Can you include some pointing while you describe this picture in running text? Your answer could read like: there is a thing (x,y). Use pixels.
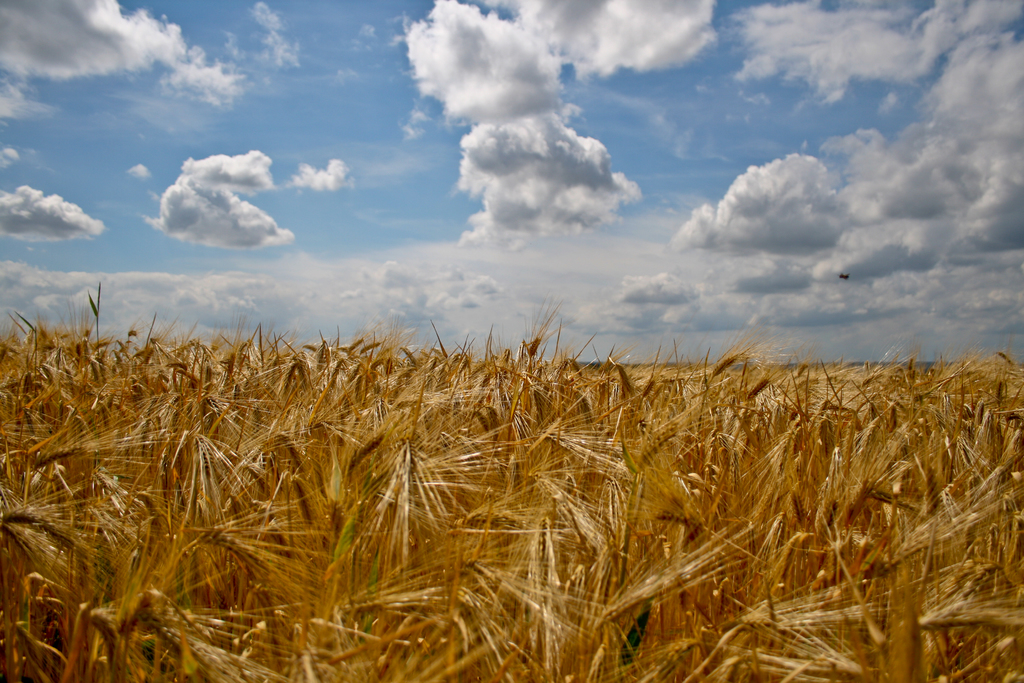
In this image I can see a dry grass (585,554). It is brown and green color. The sky (394,140) is blue and white color.
